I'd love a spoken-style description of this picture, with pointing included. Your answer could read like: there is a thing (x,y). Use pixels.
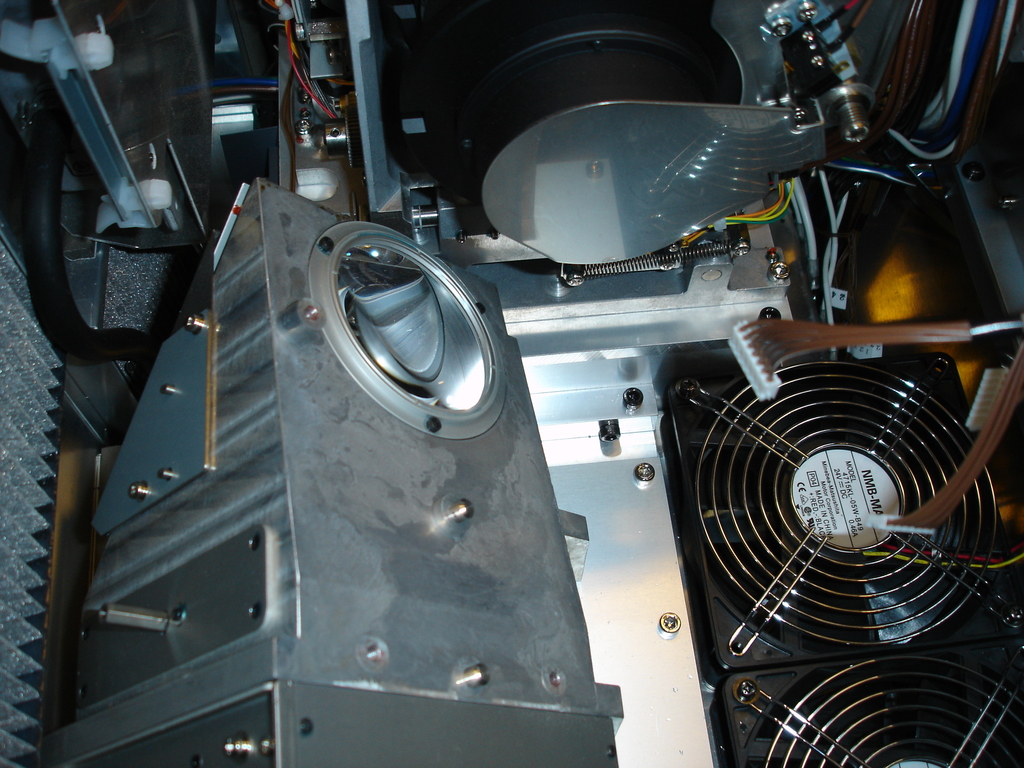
In this image, we can see an electronic machine (697,85).
